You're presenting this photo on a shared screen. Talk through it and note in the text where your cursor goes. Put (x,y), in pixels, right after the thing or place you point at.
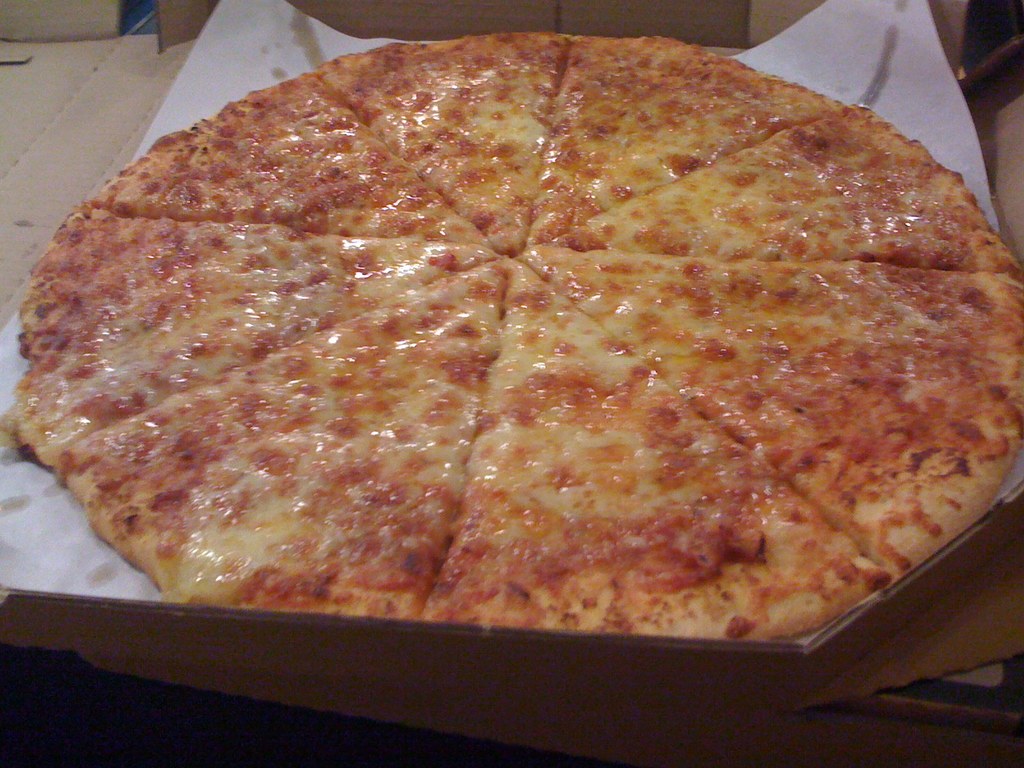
In this picture we can see a pizza (646,222), paper (63,529) and in the background (1012,105) we can see some objects (360,1).
